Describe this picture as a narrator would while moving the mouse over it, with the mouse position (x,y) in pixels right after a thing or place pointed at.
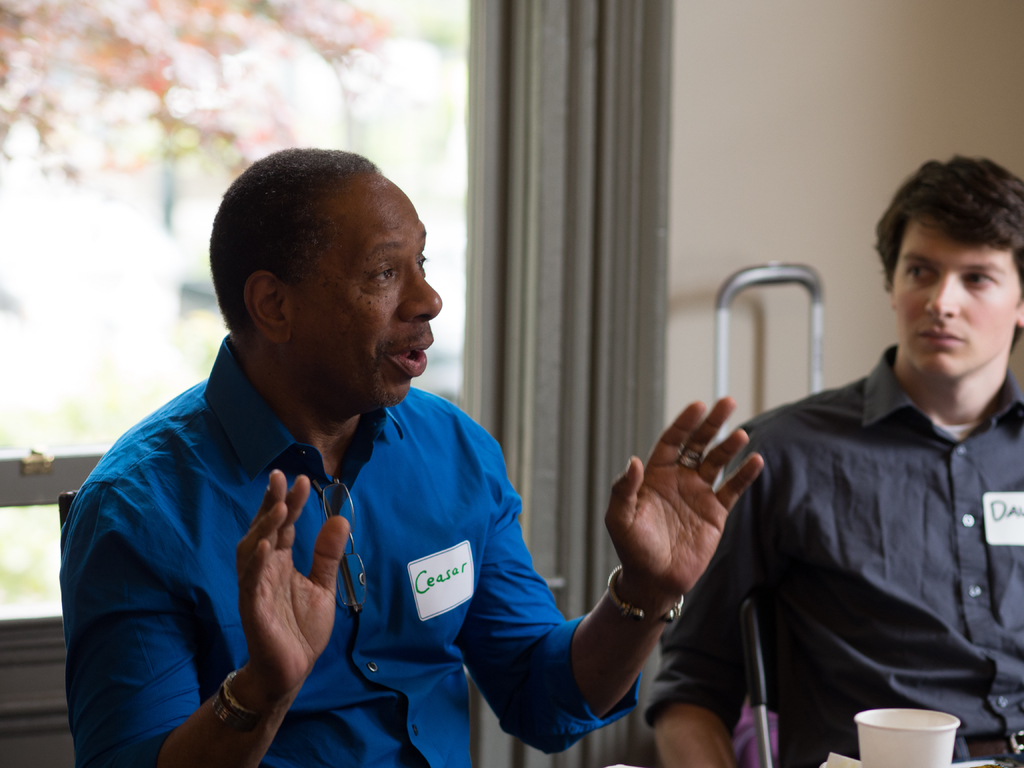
In this picture there is a man (388,446) sitting in a chair (78,497), there is another person (767,565) sitting beside him and looking at him, and in the backdrop (612,94) there is a curtain (624,169) and a wall (852,129).
